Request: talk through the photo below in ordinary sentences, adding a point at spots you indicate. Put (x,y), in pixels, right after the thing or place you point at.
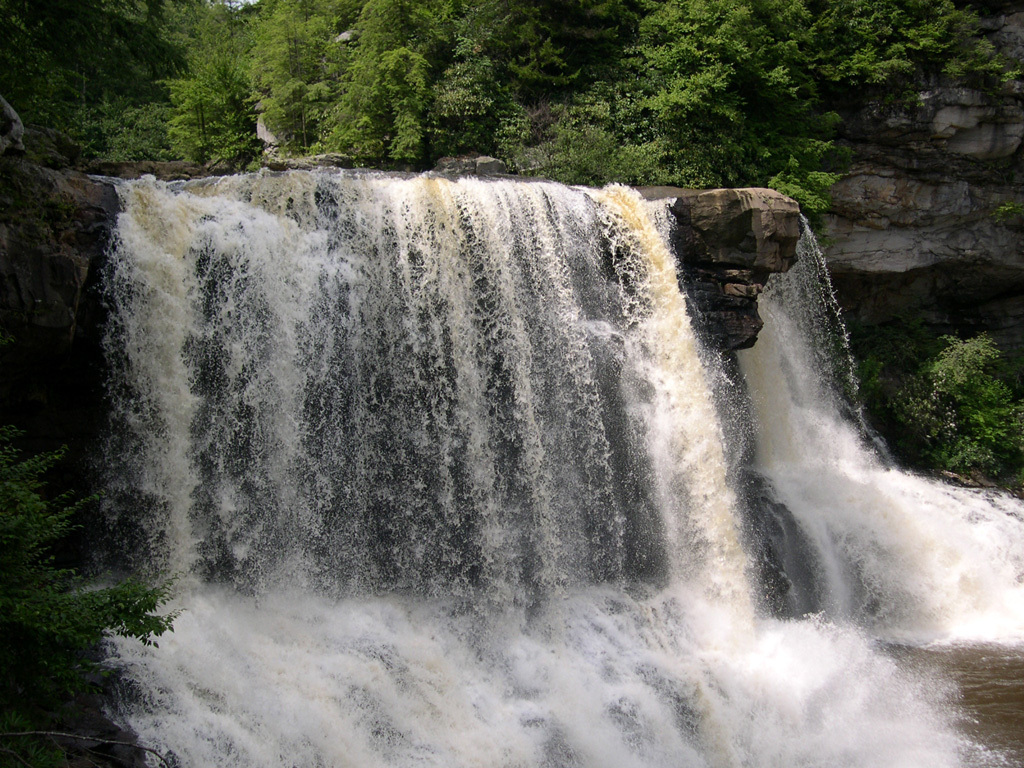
In this image I can see the waterfall (651,315), rock (757,231) and many trees (437,137).
